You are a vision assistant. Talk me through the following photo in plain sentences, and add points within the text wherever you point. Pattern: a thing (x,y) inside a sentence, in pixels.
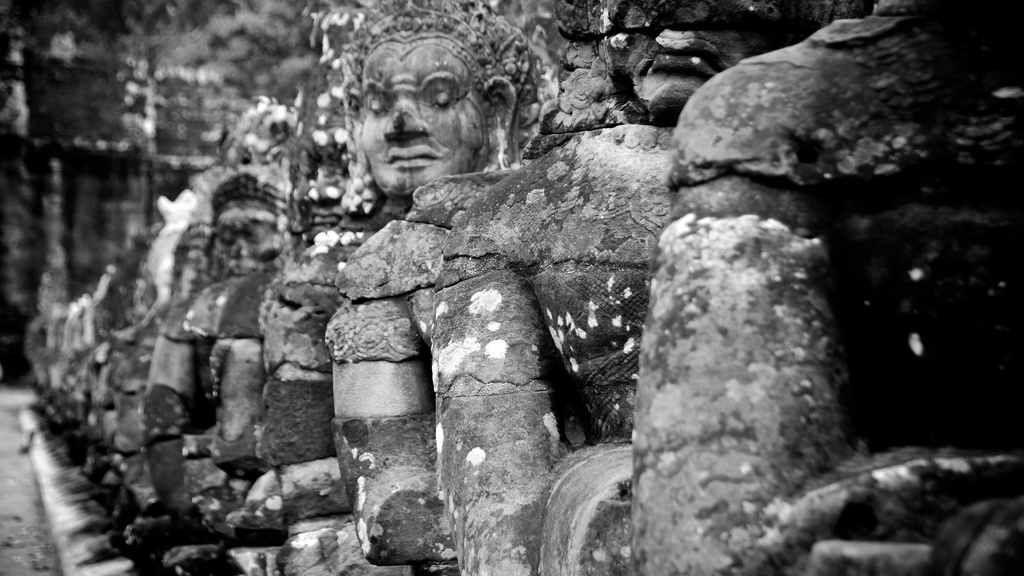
In this picture we can see some sculptures (255,293), there is a blurry background (93,71), it is a black and white image.
